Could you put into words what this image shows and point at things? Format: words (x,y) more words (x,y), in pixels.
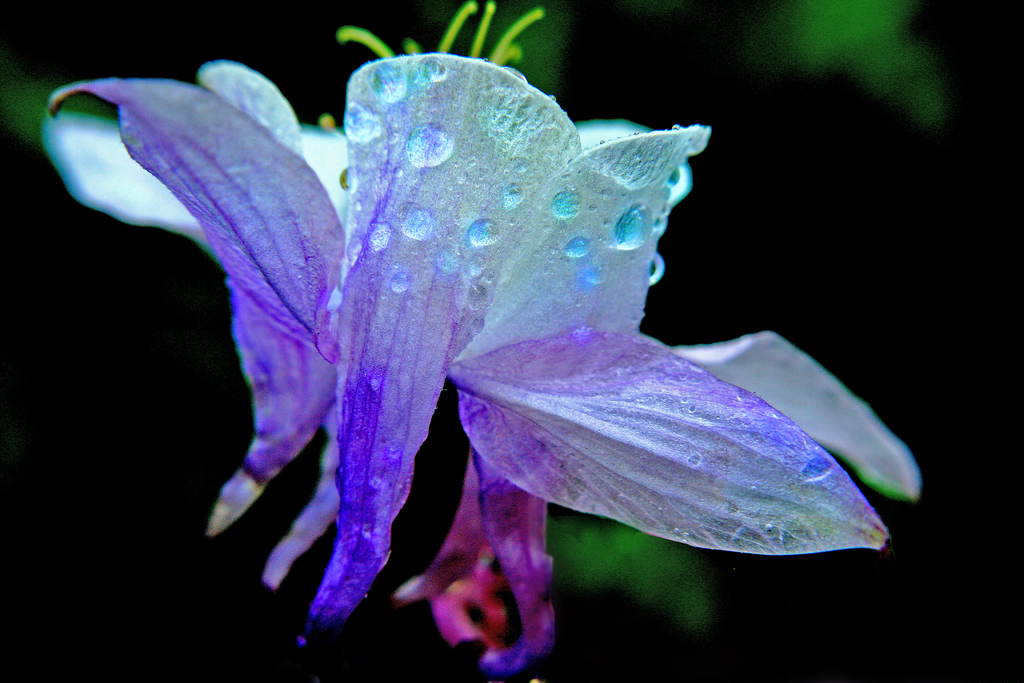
In the center of the image (342,277) we can see flowers (558,340) and there are water drops (413,235) on the flowers (454,214).
